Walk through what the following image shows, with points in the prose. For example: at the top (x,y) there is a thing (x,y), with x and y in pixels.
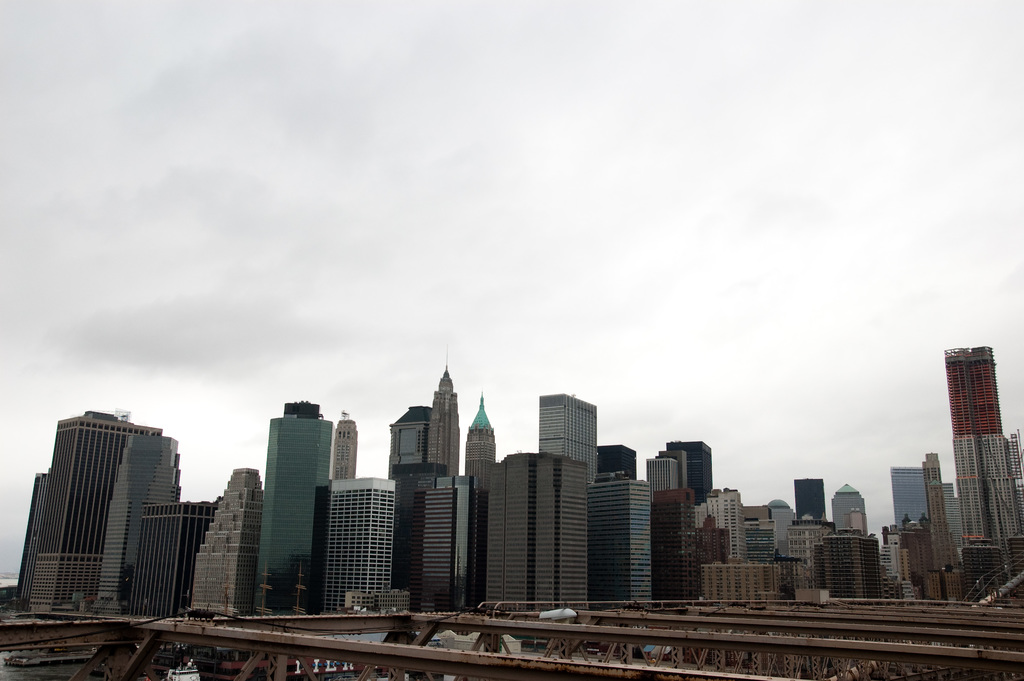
In this image I can see many buildings (403,600). To the left (31,667) I can see the boats (178,667) on the water (66,669). In the background (522,190) I can see the clouds (482,261) and the sky (513,297).
